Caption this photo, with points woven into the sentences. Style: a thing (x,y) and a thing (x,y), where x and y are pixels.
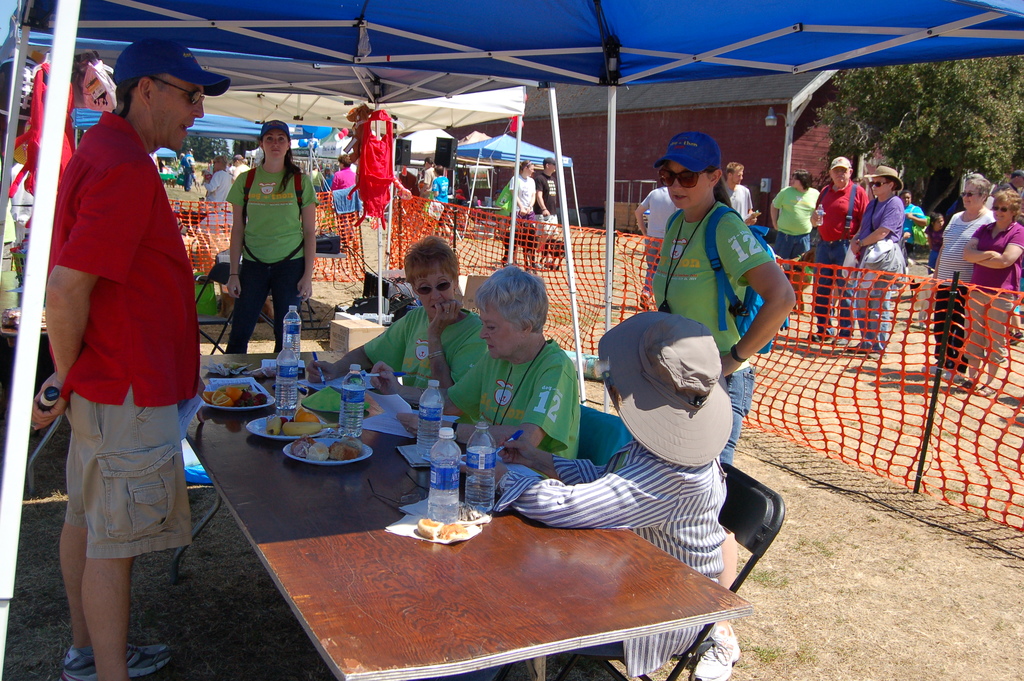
They are group of people (955,313) in this image. In the center (473,321) there are three person (638,483) sitting on a chair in front of the table (512,565). On the table (499,566) there water bottles (434,454), plates (287,435), and food (344,452) on the plates (257,427). At the left side (153,318) the man (132,267) wearing a red colour t-shirt (136,280) is standing. In the center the woman (276,224) is standing. At the right side (710,265) the women (734,261) wearing a blue colour hat (696,150) is standing and looking at this guys (563,424). In the background (874,237) there are persons (856,200) standing and walking there trees (941,112), red colour building wall (721,121). On the top (686,35) there is a blue colour tent (543,9) with white colour poles (610,172). There is a red colour net (907,333).
